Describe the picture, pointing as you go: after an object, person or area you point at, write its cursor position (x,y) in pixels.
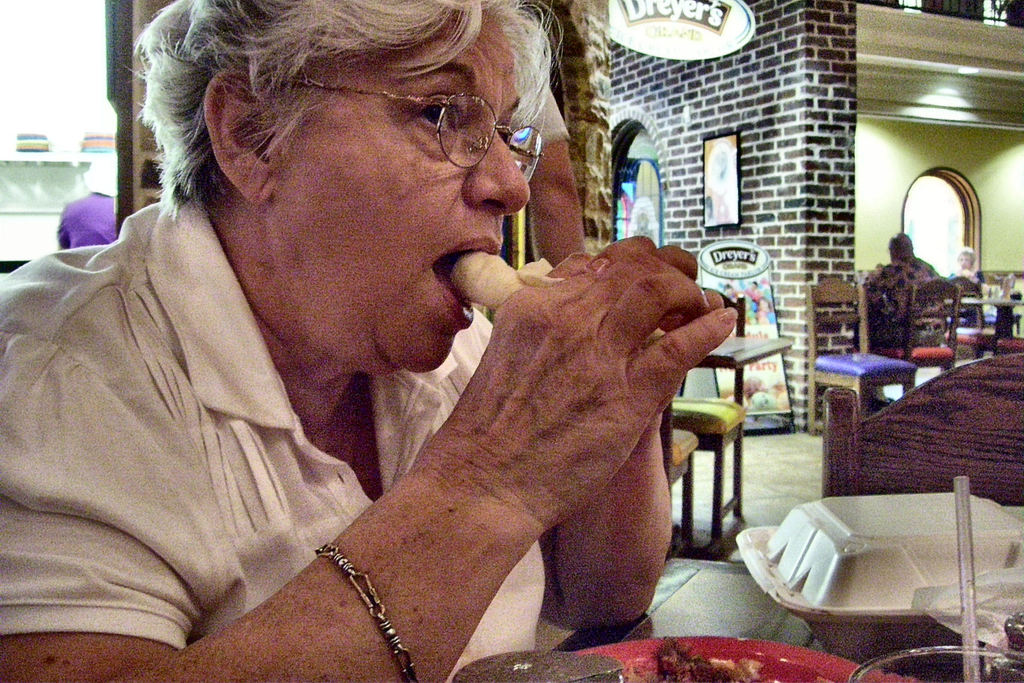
In this image in the foreground (272,463) there is one person (292,549) who is sitting and she is eating something, in front of her there is one table (593,639). On the table (736,657) there is one plate (856,664), glass (909,656) and some objects (893,530). In the background (860,288) there are some chairs (905,329) and one person (908,286) is sitting on a chair (913,317) and also there is a wall (764,170). On the wall (688,186) there are some photo frames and also we could see some boards (713,270) and lights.
